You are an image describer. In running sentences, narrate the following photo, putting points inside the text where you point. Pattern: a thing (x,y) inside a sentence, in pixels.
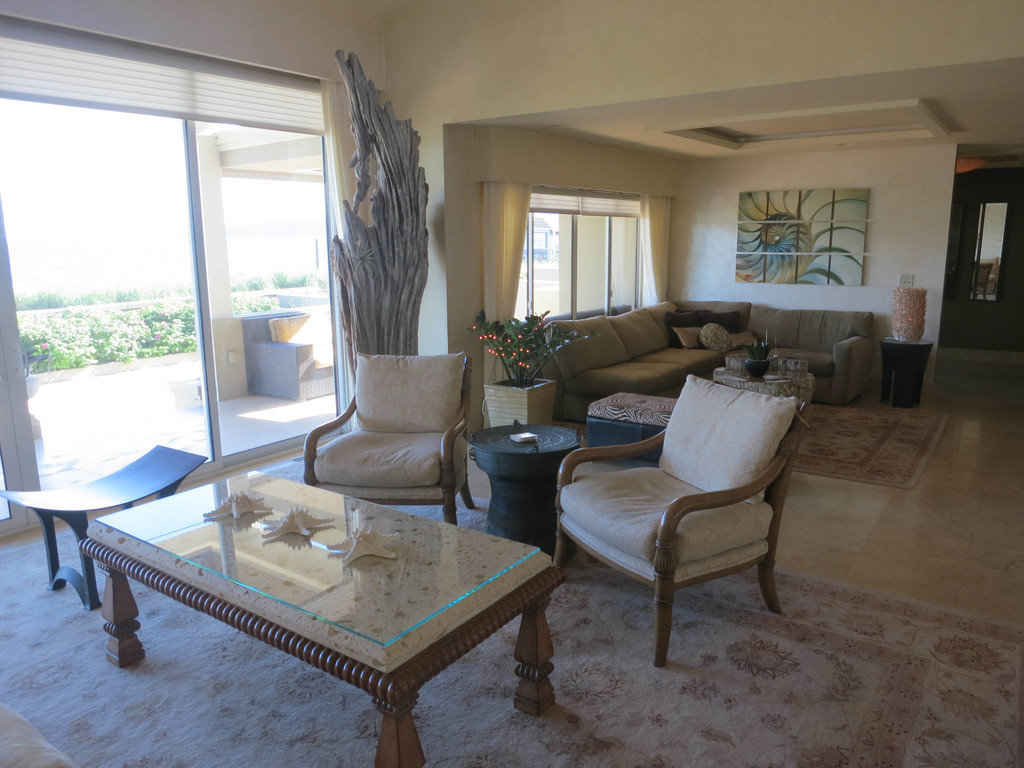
As we can see in the image there is a white color wall (448,191), photo frame (827,257), windows (553,281), sofas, chairs (430,398) and a table (341,540).
